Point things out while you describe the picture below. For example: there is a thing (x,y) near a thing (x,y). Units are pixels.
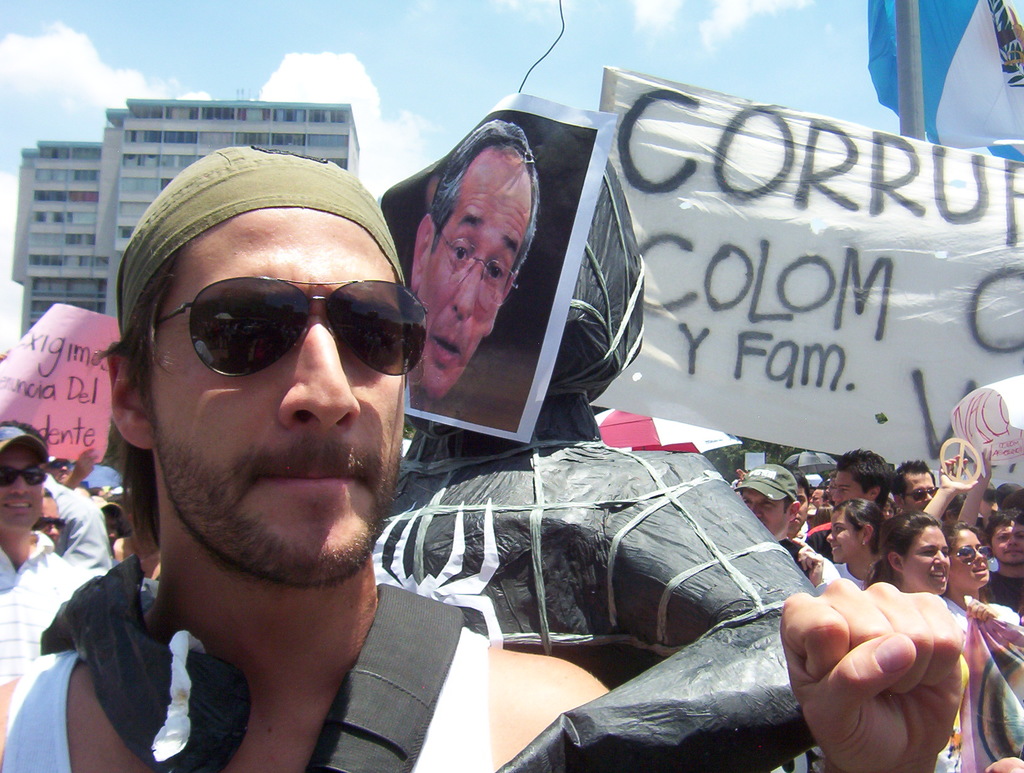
There are group of people (331,621) standing. Among them few people (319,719) are holding the banners (732,210) in their hands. This looks like a pole (918,90). I can see the buildings (87,173) with the windows (46,196). These are the clouds (285,67) in the sky (450,57).
